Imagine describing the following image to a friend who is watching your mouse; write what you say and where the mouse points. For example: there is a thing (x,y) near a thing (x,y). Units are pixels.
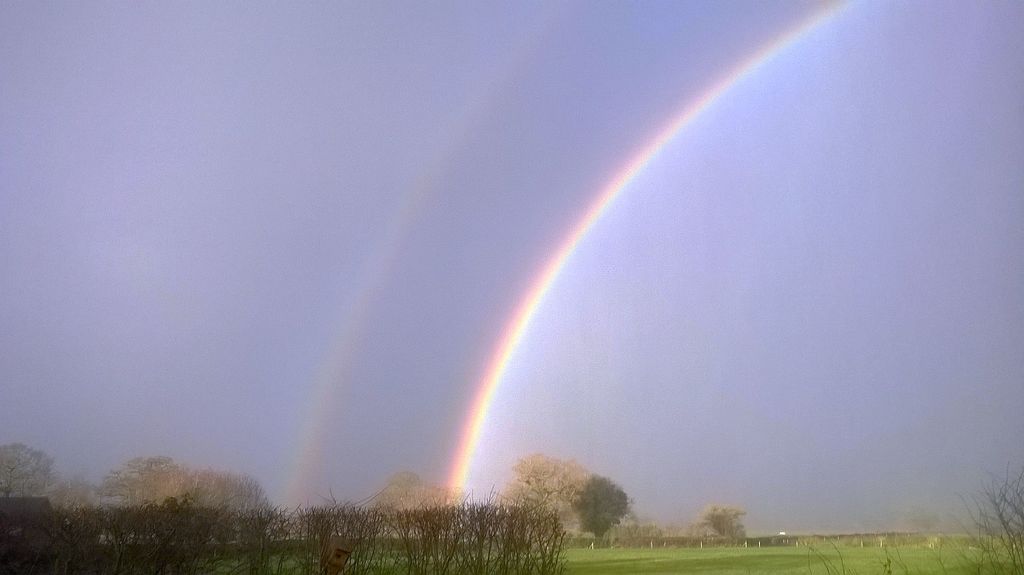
In this image we can see trees (605,527). On the ground (667,555) there is grass (697,570). In the background (398,204) there is sky (398,204) with rainbow (592,204).
